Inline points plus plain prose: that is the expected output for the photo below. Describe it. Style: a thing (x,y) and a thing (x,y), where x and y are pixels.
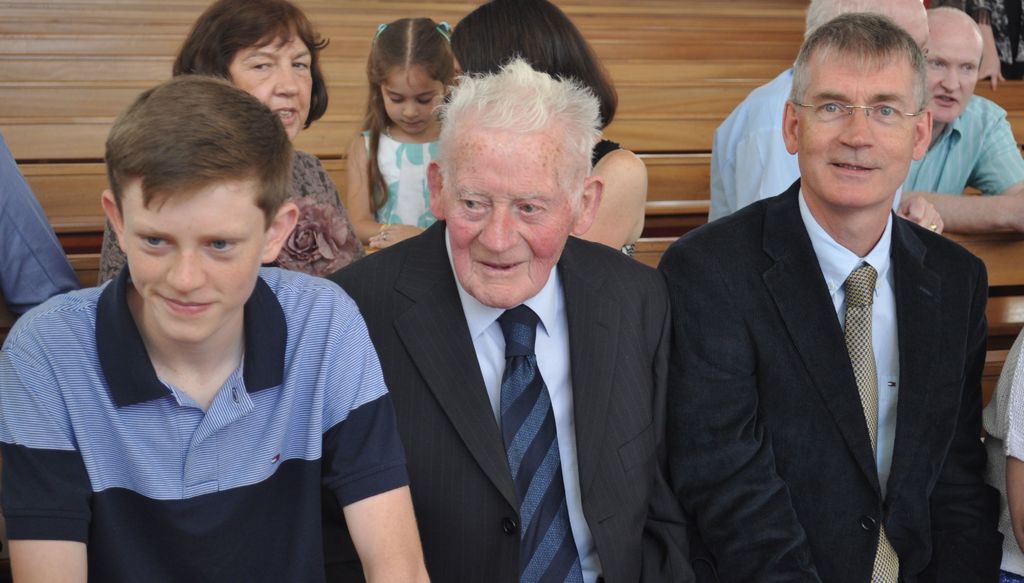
In this image there are group of persons (460,282) sitting, there are persons (1023,485) truncated towards the right of the image (1007,129), there is a person (23,251) truncated towards the left of the image (23,234), there is the wood (54,208) in the background of the image (88,61).
